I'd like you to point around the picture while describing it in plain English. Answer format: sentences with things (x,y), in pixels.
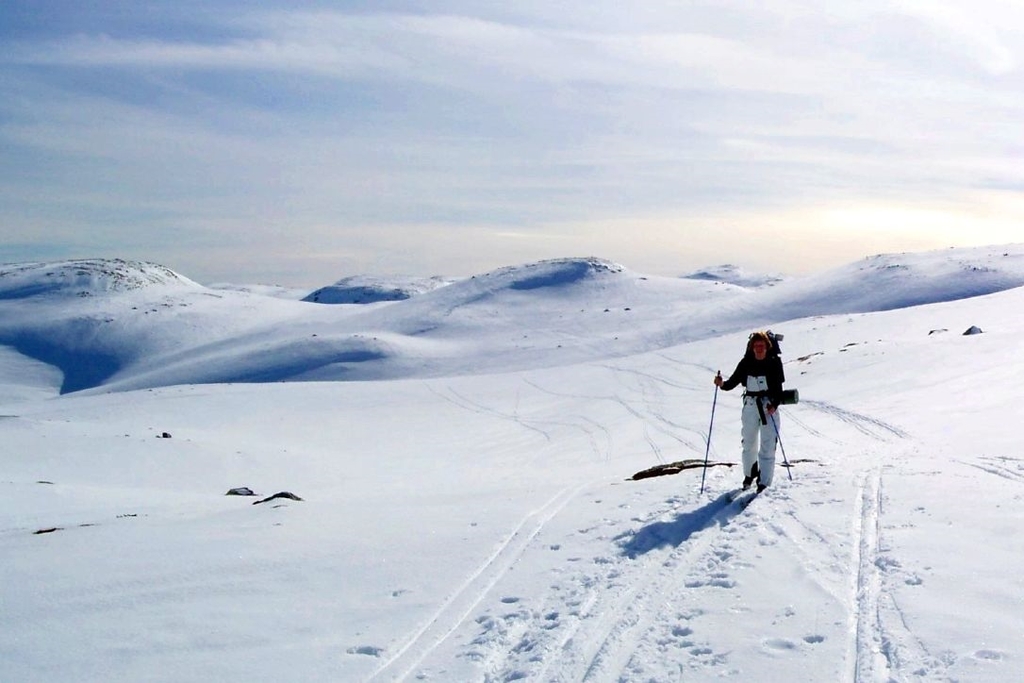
In the image there is a person (756,413) in snow dress (771,426) walking on snow (653,514) and behind there are hills (431,319) covered with snow (266,309) and above its sky (261,103) with clouds (175,109).
